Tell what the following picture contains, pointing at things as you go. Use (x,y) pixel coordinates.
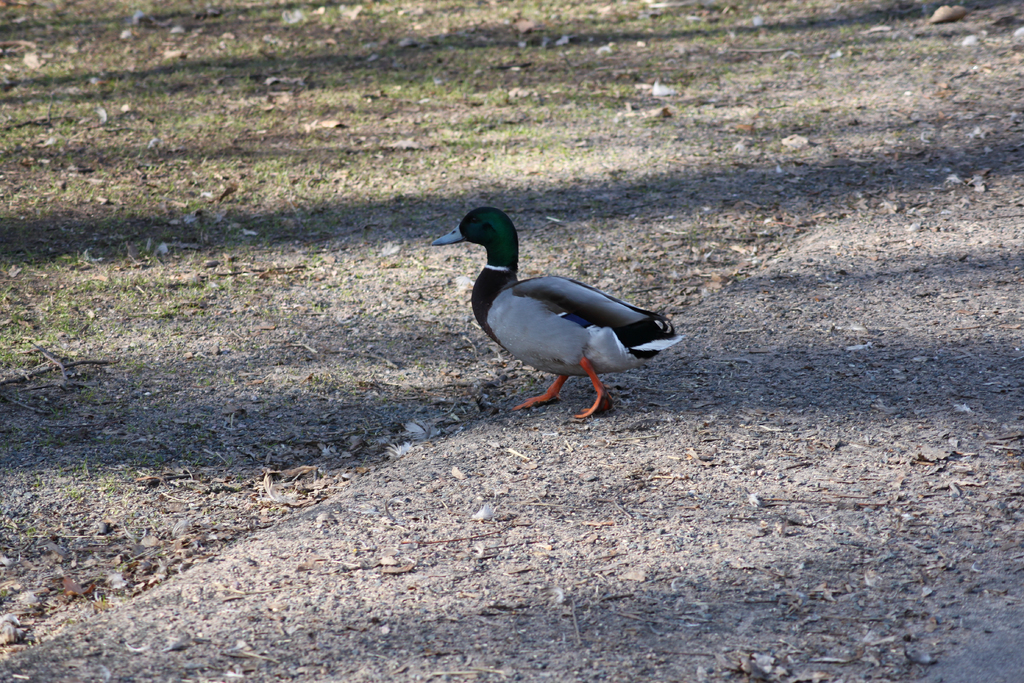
In this image a bird (536,310) is walking on the ground (604,262). There is a slightly grassy land (246,84) at the top left most of the image (233,100).
